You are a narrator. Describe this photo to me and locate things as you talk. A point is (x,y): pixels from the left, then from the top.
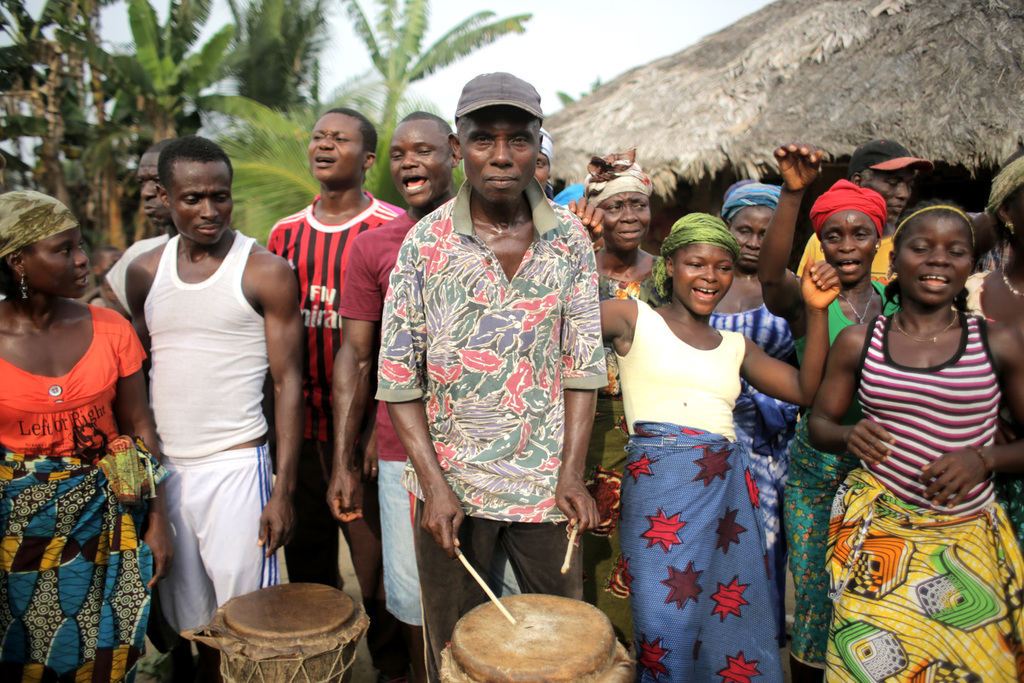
In the image there are many people (603,388) standing. The man (446,366) who is standing in the center (548,278) is playing the drums (540,666). In the background (689,208) we can see a hut (670,91), trees (6,37) and a sky (604,66).
